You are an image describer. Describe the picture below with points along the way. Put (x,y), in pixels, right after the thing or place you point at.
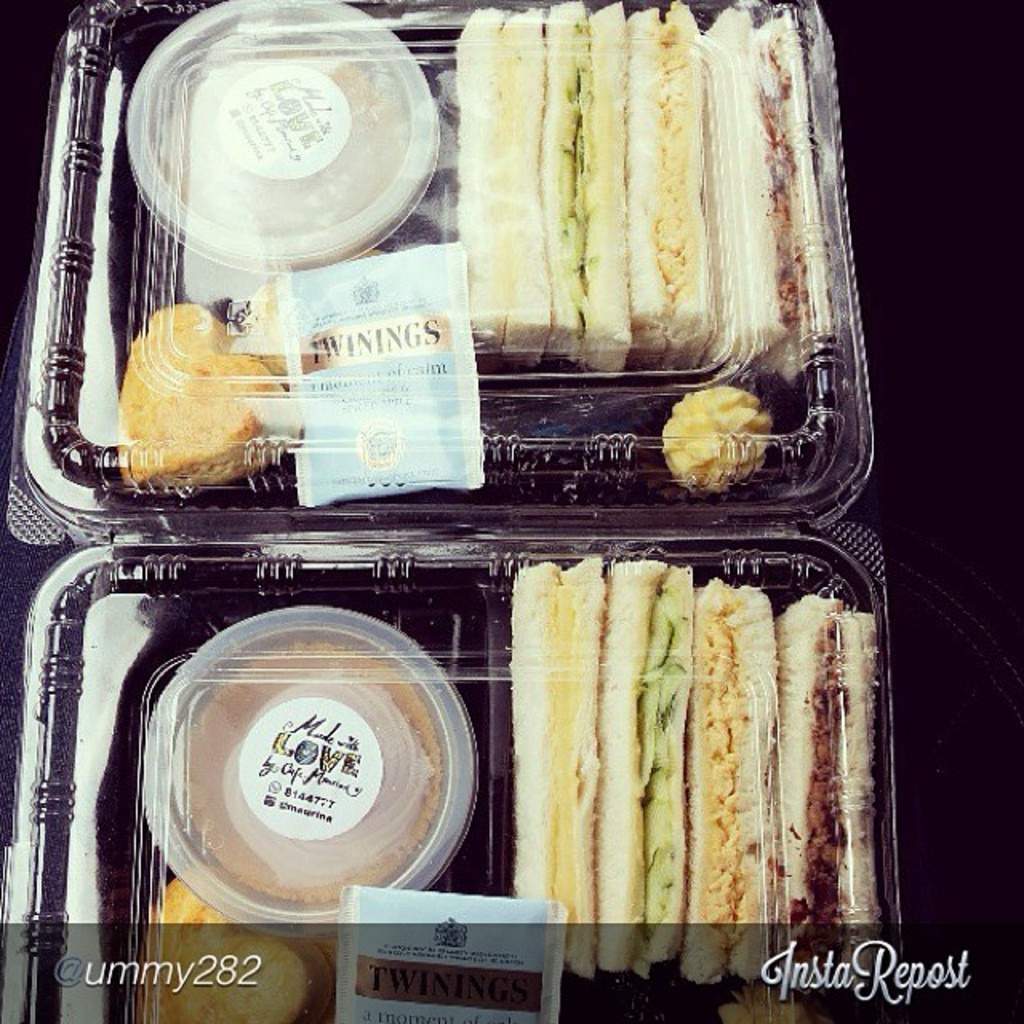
In this image there are some food items (483,285) in plastic containers (630,388). At the bottom of the image (831,982) there is some text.
